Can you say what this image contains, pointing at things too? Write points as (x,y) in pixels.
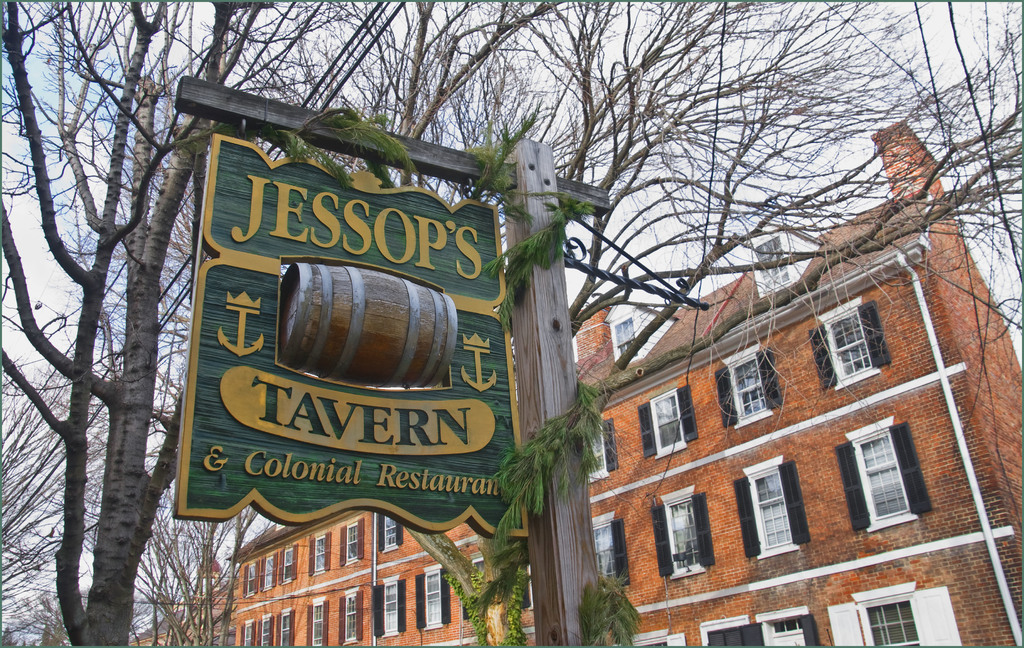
In this image in the front (387,278) there is a pole (537,423) and on the pole (550,510) there is a board (375,446) with some text (382,225) written on it. In the center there are trees (157,591). In the background (338,601) there are buildings (778,441).
